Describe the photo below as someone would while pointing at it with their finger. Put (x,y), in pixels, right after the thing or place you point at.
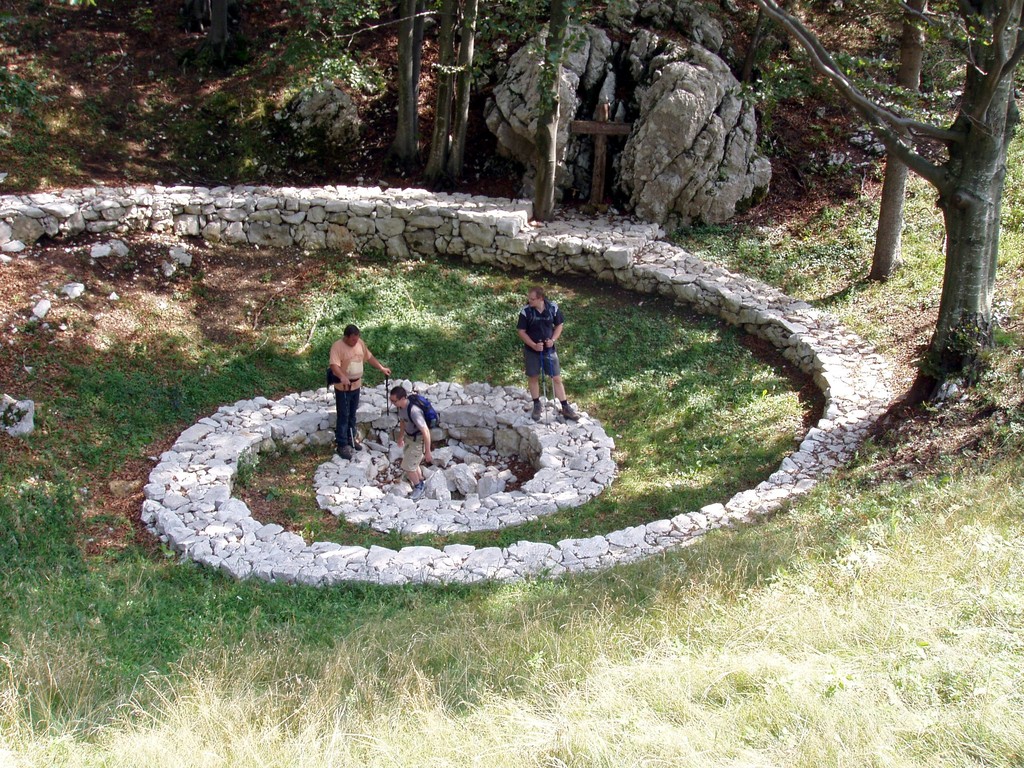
In this image I can see grass (697,576), few trees (311,62), shadows (632,326) and here I can see few people (418,451) are standing.
